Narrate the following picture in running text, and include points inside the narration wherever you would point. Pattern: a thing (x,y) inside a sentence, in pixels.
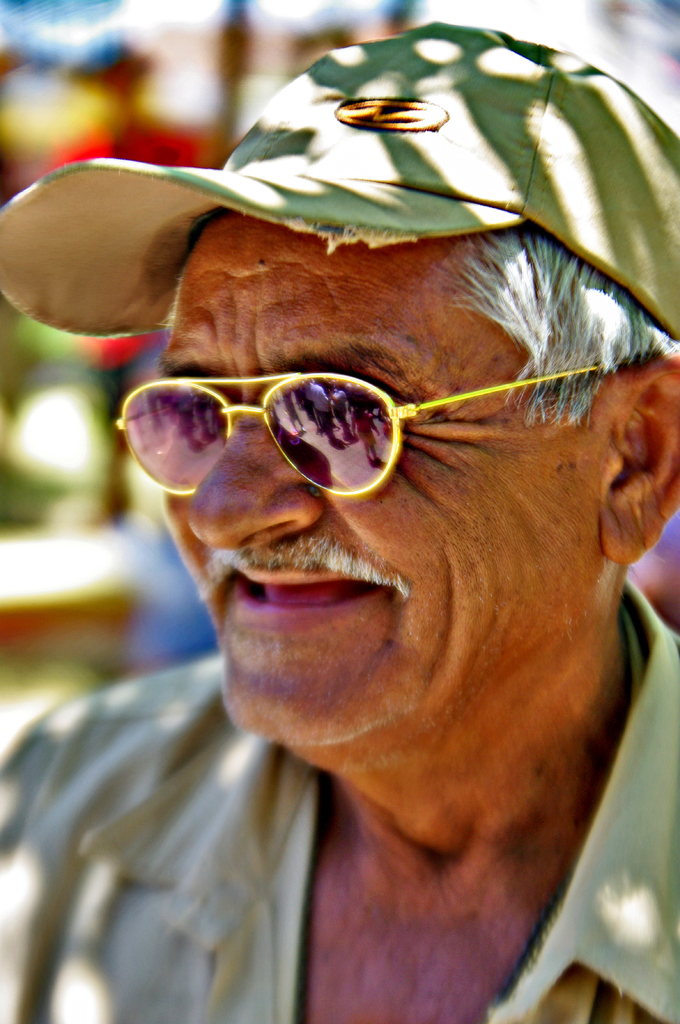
In the image there is an old man (327,639) with a cap (412,159) on his head (493,472). He kept goggles (132,430) and he is smiling. Behind him there is a blur background (156,10).
